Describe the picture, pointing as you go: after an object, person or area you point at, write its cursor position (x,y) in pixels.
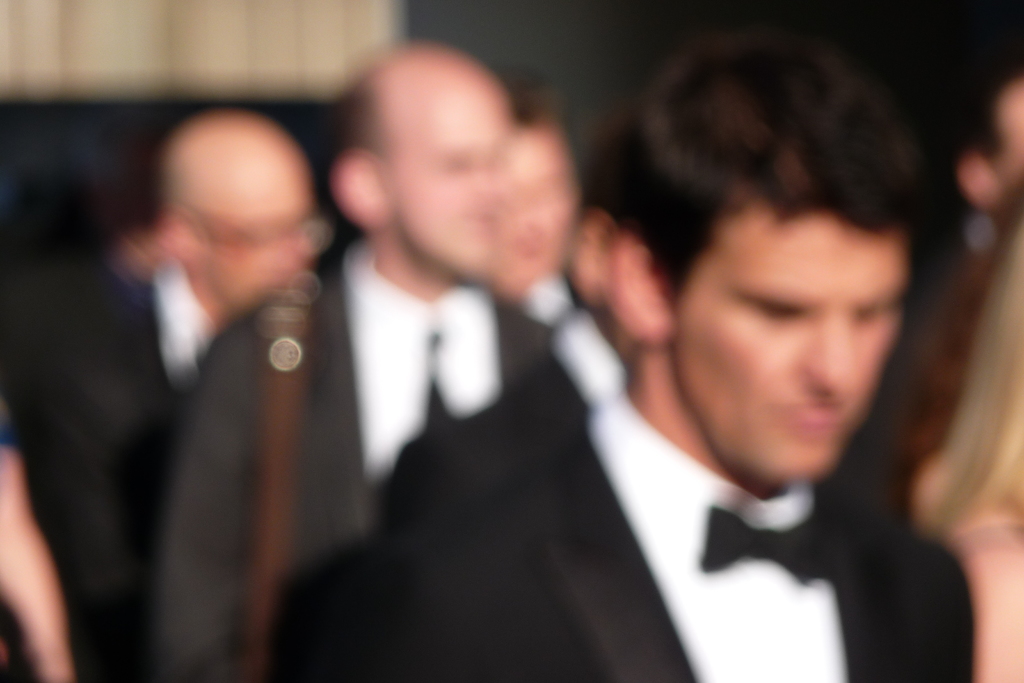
In this image there are few persons (353,274). Right side (735,327) there is a person (715,572) wearing a suit (592,649) and tie (731,556).
